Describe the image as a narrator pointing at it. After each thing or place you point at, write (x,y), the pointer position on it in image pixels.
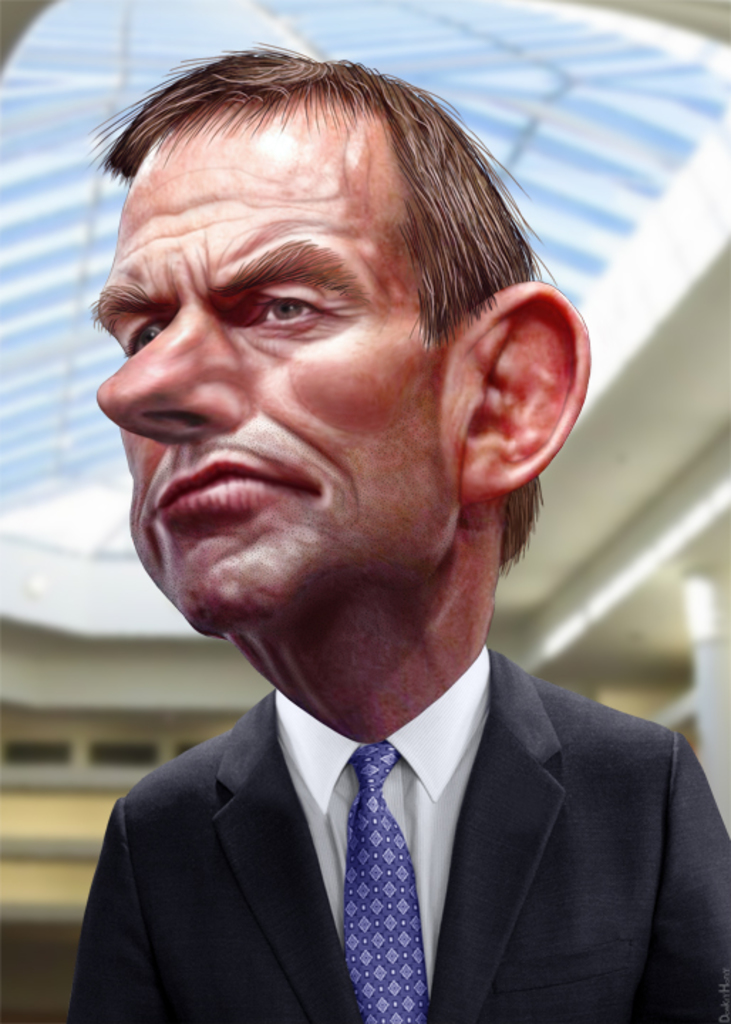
In front of the image there is a depiction of a person (346,776). Behind him there is a building (587,674). There is some text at the bottom of the image (722,1003).
